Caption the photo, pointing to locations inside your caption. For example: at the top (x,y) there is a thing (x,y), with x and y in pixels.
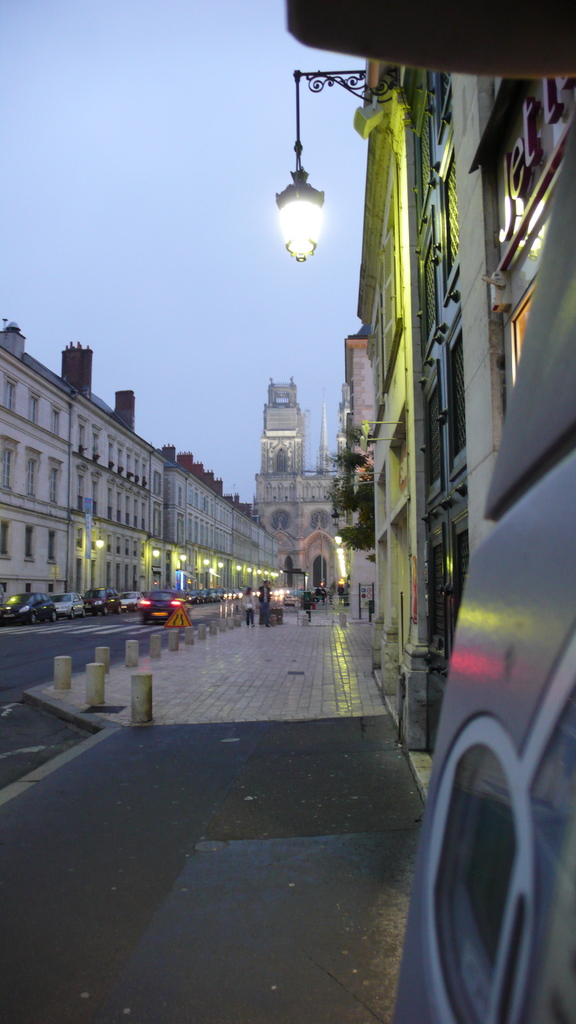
In this image we can see buildings (119,437) with windows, light poles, vehicles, sky (329,222) and we can also see some people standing on the road (337,704).
